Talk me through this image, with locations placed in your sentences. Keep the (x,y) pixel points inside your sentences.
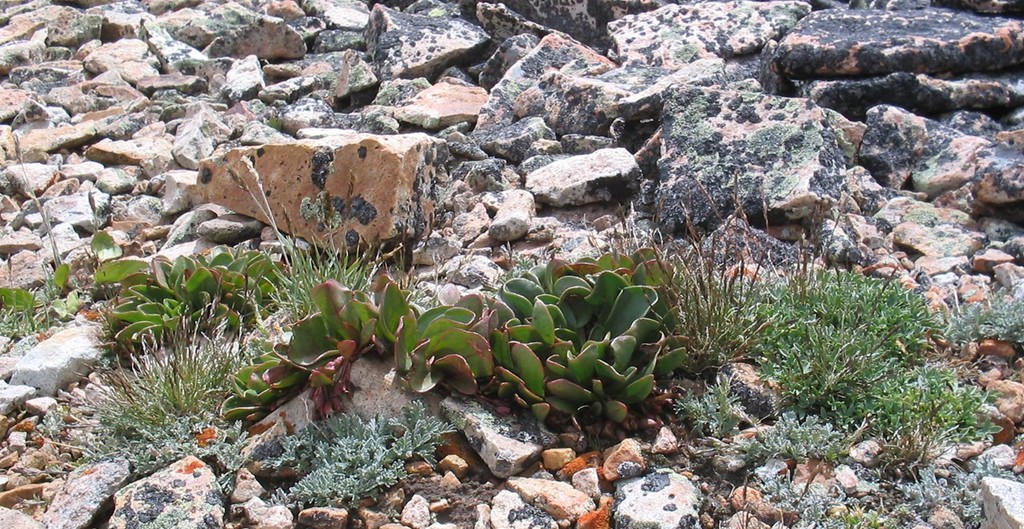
In the image there are some plants (954,318) and stones (852,263) and grass (735,258).
